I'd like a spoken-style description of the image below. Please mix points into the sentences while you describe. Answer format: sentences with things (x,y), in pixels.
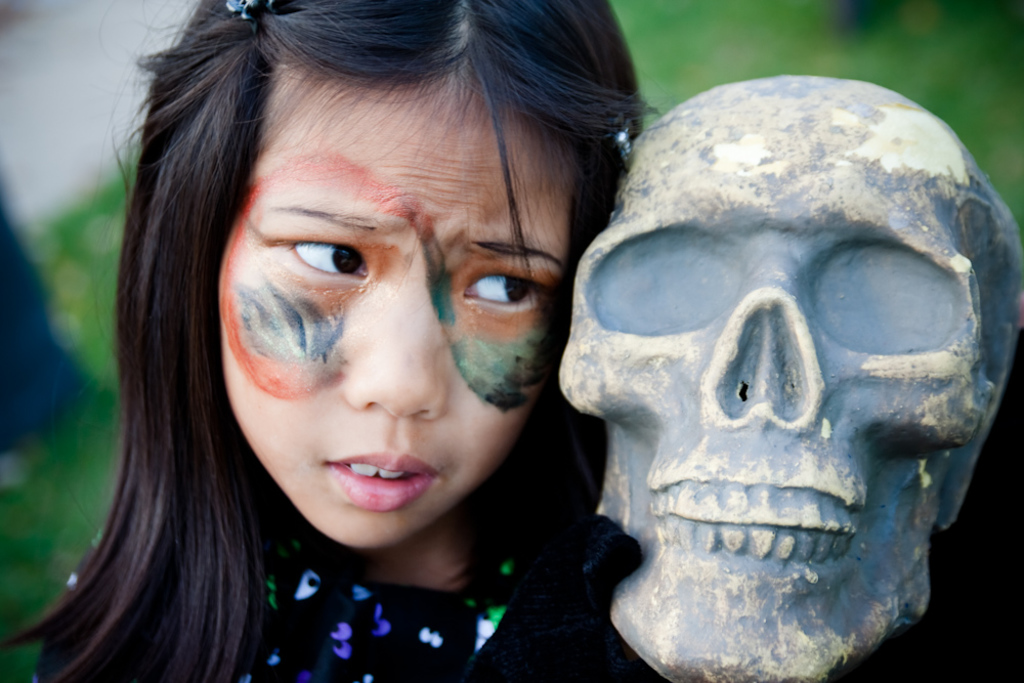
In the center of the image (515,441) we can see one girl (406,323) and we can see some paint (438,297) on her face (420,332). Near to her, there is a skull (724,448). In the background (855,14), we can see it is blurred.
